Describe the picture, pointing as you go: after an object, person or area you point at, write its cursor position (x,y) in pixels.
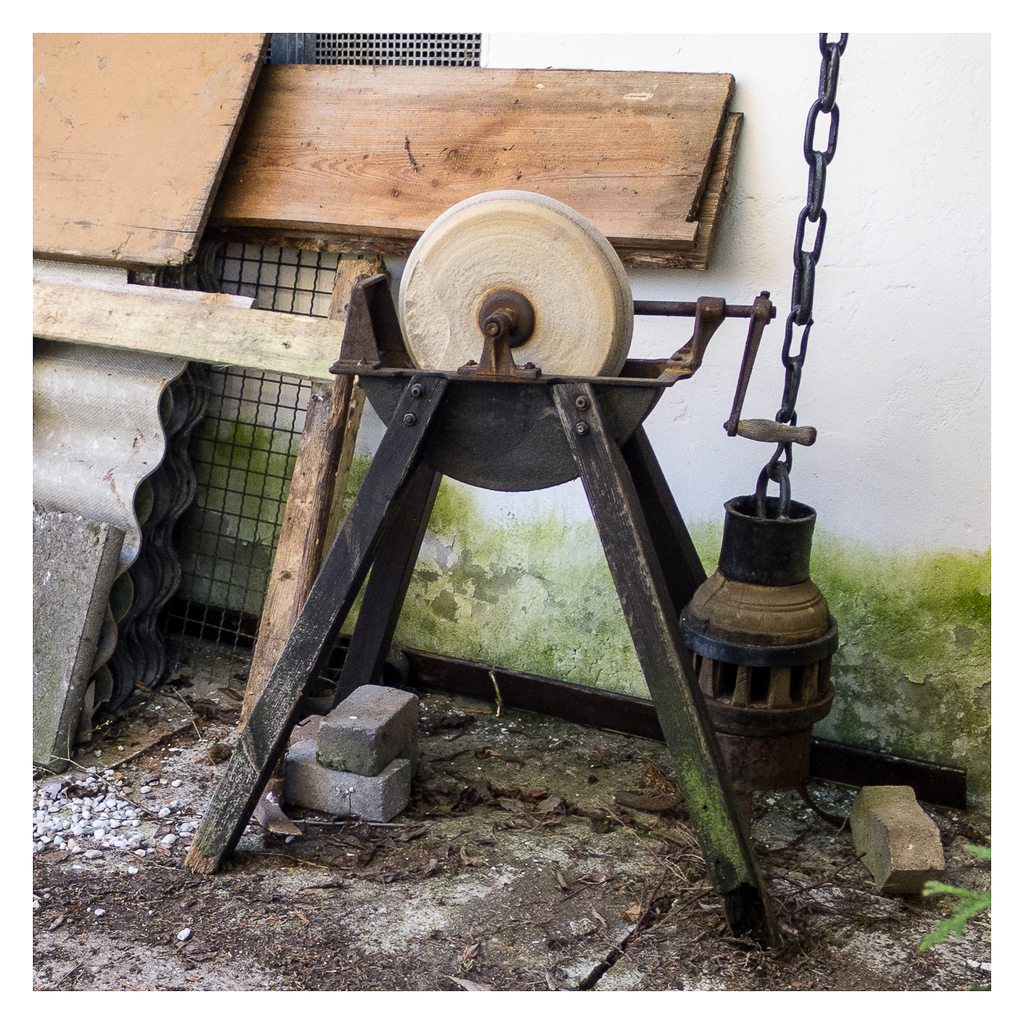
Here we can see a wheel (535,287) on a stand (695,712) and on the right (824,171) there is a chain (820,192) and a metal object (707,670). In the background (748,105) there is a wall (845,170), welded mesh wire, wooden boards (301,548), metal sheets (182,492) and bricks (367,721) on the ground (246,907).
